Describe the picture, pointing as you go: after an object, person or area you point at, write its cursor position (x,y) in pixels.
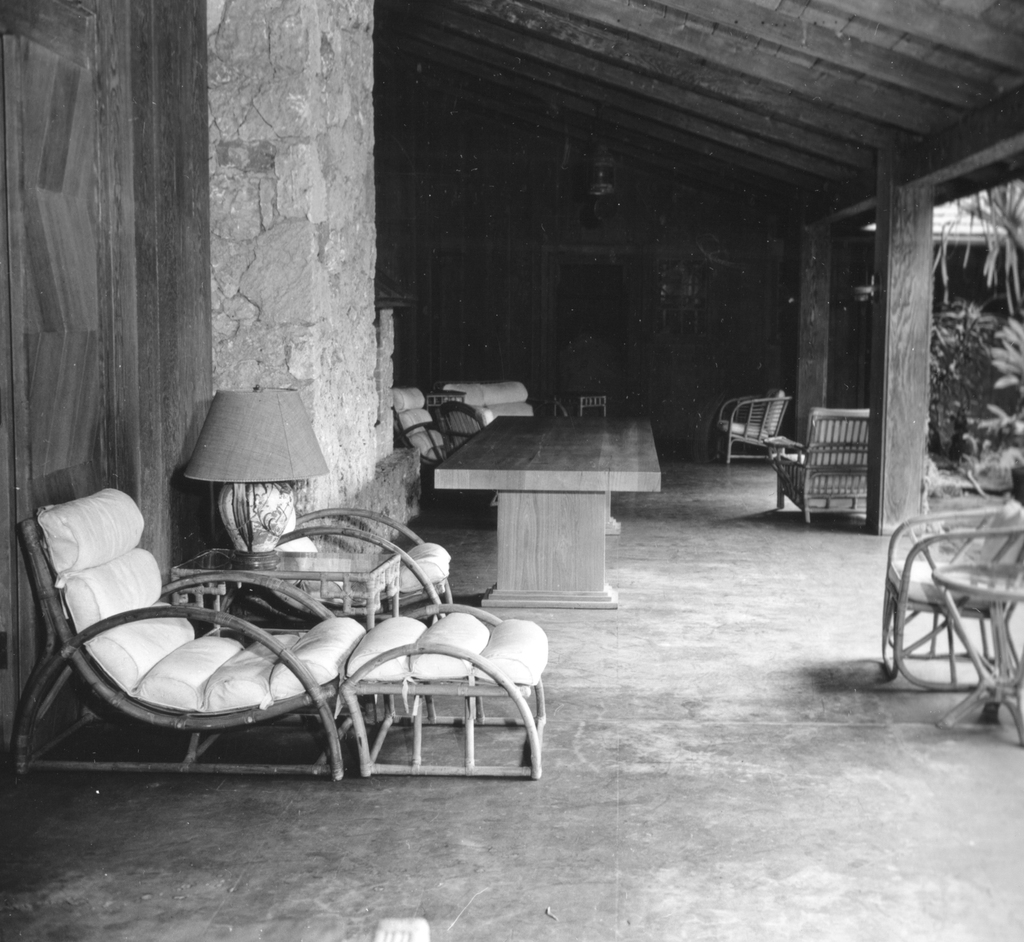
In this image we can see the table lamp (270,461), chairs (252,765) and the tables (514,495). And we can see a shed (792,51) and the pillars (337,276). On the right (973,388), we can see some plants (934,447).
